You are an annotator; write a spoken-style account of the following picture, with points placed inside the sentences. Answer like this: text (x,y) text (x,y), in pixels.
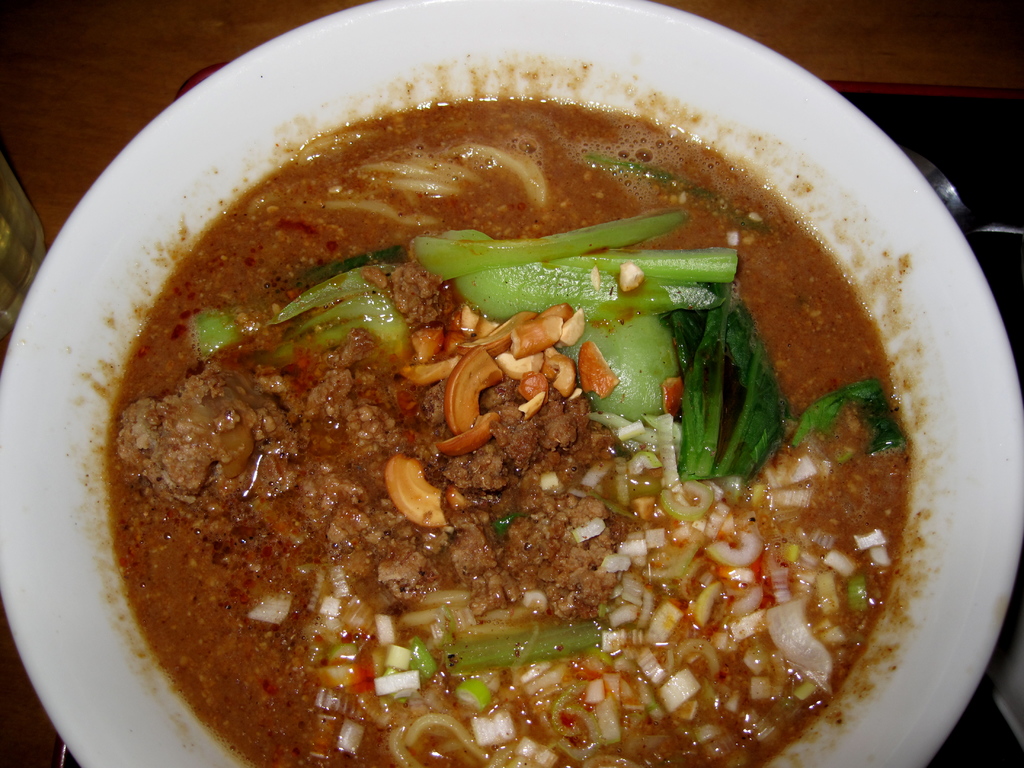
In this image I can see food items (548,358) on a white bowl (5,475).
